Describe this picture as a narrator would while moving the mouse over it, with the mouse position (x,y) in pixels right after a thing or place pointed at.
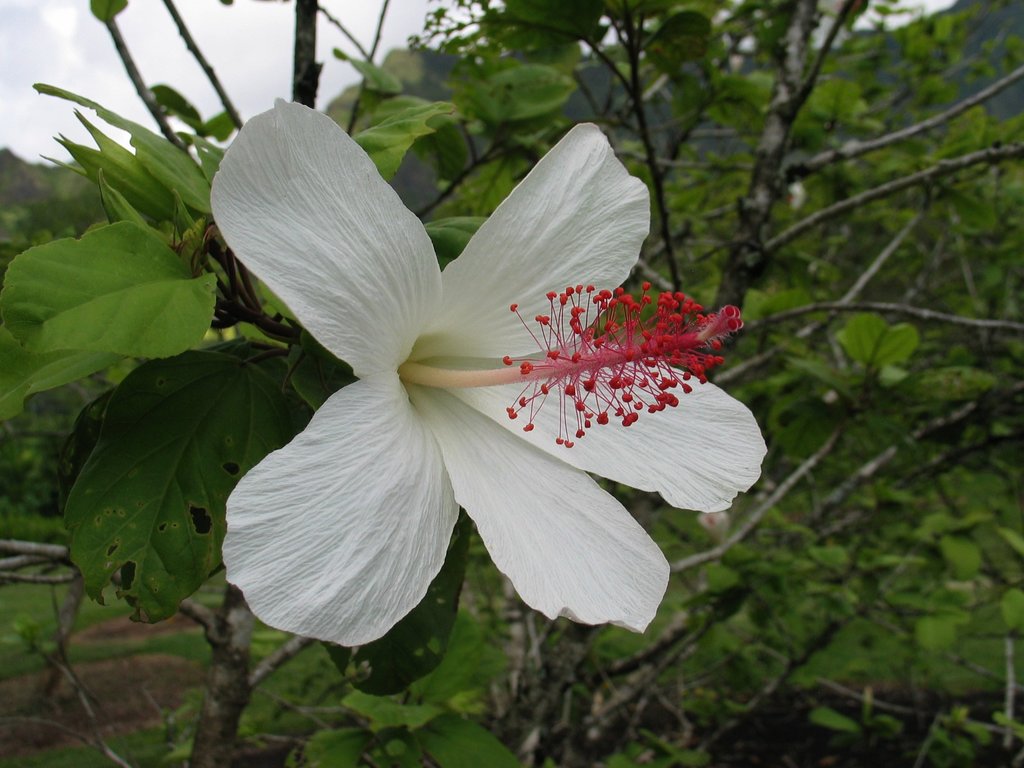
In this picture we can see white color flower (353,491). On the right (738,548) we can see plants (822,252) and leaves (914,595). On the top left (16,29) we can see sky (240,32) and clouds (79,23).
